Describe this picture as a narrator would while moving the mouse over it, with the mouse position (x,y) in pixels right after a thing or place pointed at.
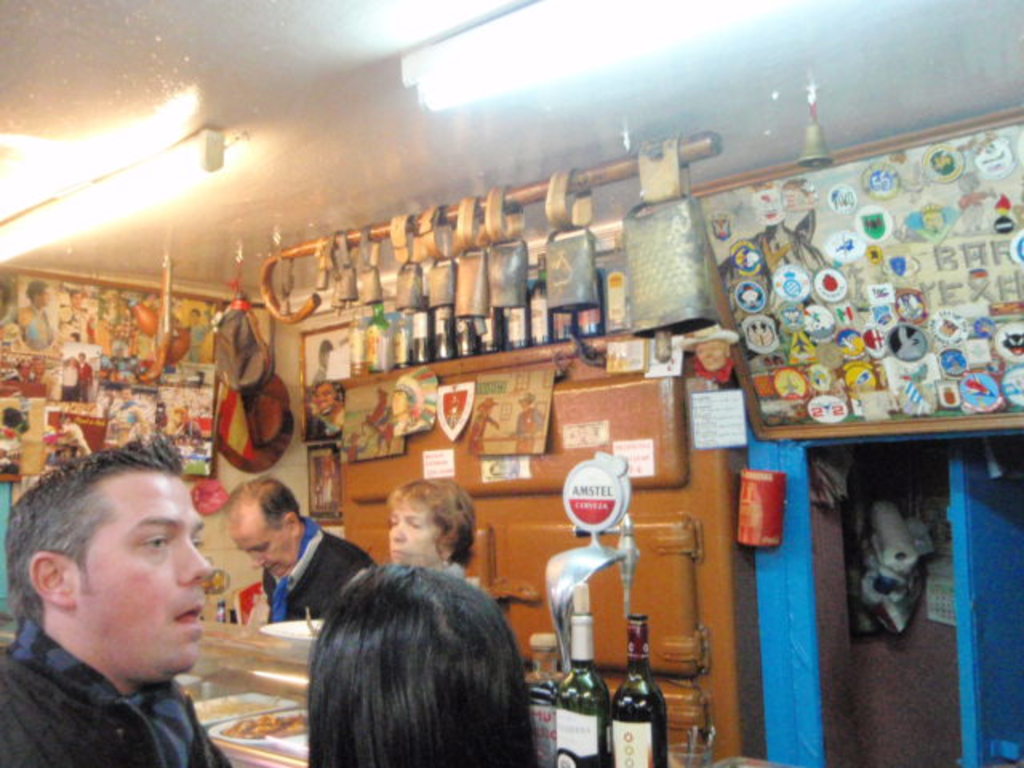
In this image, we can see people (136,591) standing and in the background (435,293), there are objects (650,273) hanging and we can see a board (863,341), papers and some posters (67,355) are placed on the wall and there are some bottles (614,709), bags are also there. On the right (780,592), there is a rack (851,607). At the bottom (257,702), there is food (259,726) inside the stand (273,679). At the top (279,101), there are lights (418,78) and there is a roof (250,54) and we can see a bell (817,121).
